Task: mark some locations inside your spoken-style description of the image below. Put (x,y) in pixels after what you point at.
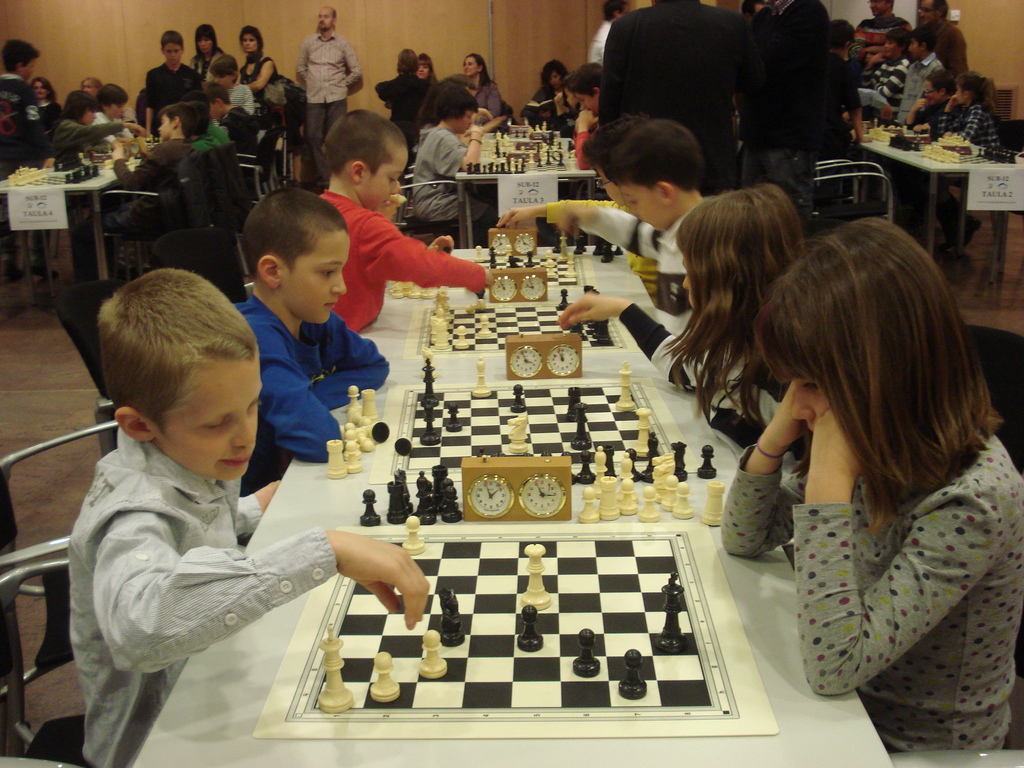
In this image there are many chess boards (496,388) clocks (552,365) there on table (554,522). Kids (422,151) are playing chess. They are sitting on chairs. Few people (699,73) are standing in the image.
